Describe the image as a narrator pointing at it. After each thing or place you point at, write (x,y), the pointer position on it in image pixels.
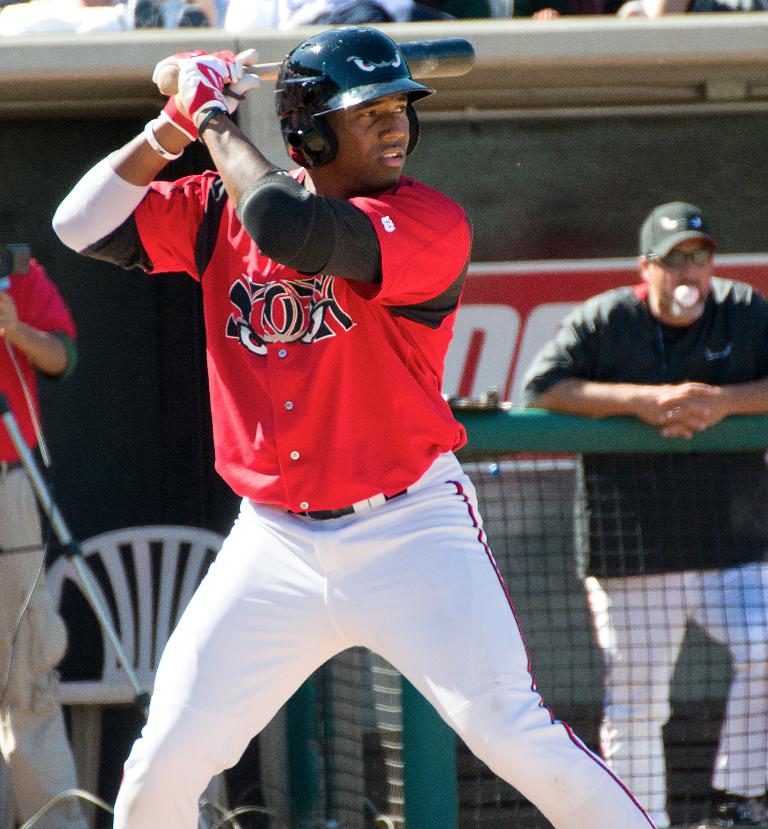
In the middle of the image (274,425) a person (380,35) is standing and holding a baseball bat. Behind him we can see fencing (593,425). Behind the fencing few people (29,641) are standing and we can see some chairs (202,551) and banners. At the top of the image (742,7) few people (718,2) are sitting.
